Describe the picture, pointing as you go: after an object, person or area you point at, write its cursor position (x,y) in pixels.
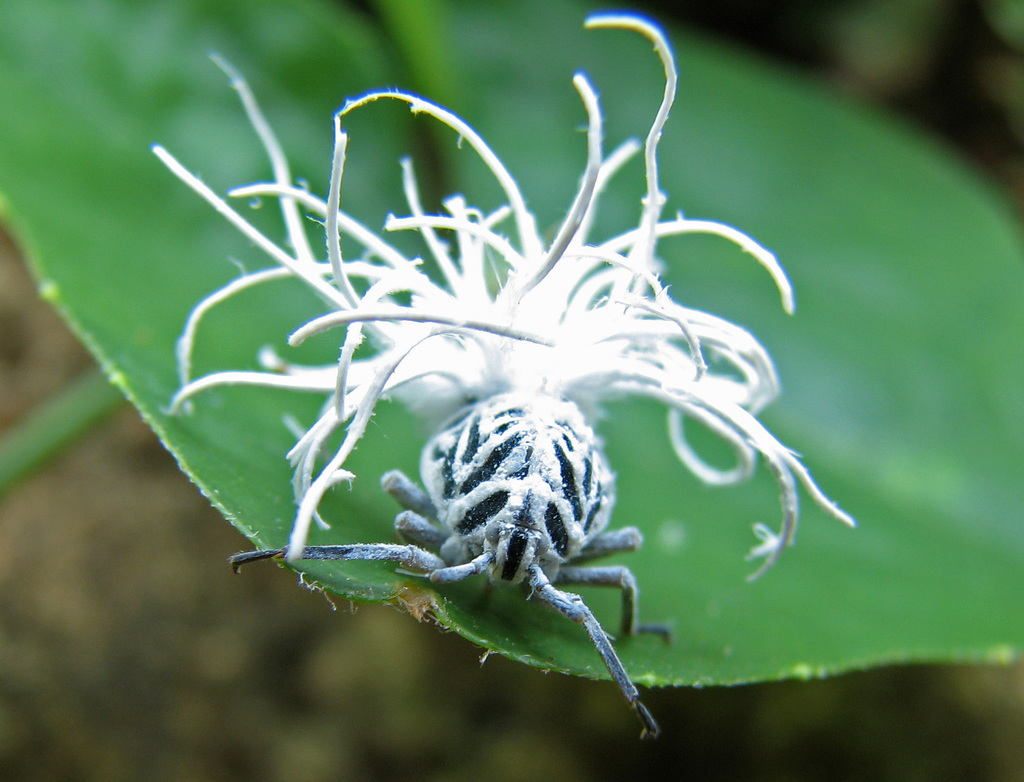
In this picture there is a white color insect (504,454) on a green color leaf (691,566).
